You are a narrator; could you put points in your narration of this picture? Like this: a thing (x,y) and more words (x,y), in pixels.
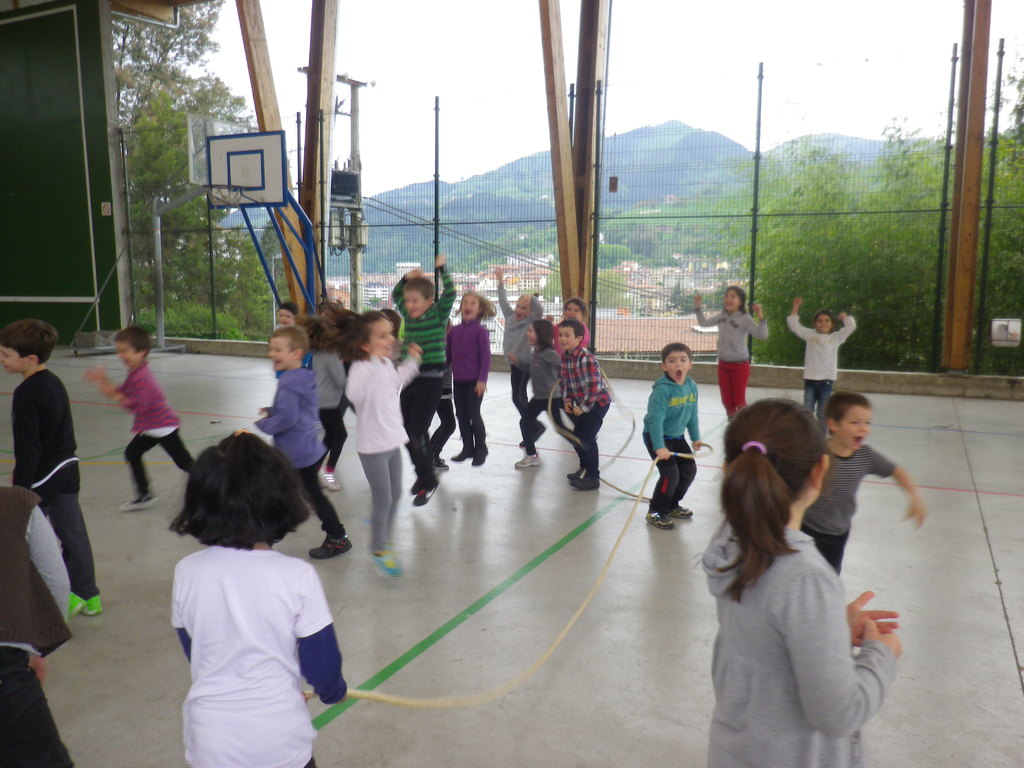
On the left side (258,628) a child (289,618) is standing, this child (276,630) wore white color t-shirt (276,630) and here few children (555,333) are jumping, playing the games. This is an iron net (669,201), outside this there are trees (825,174).
